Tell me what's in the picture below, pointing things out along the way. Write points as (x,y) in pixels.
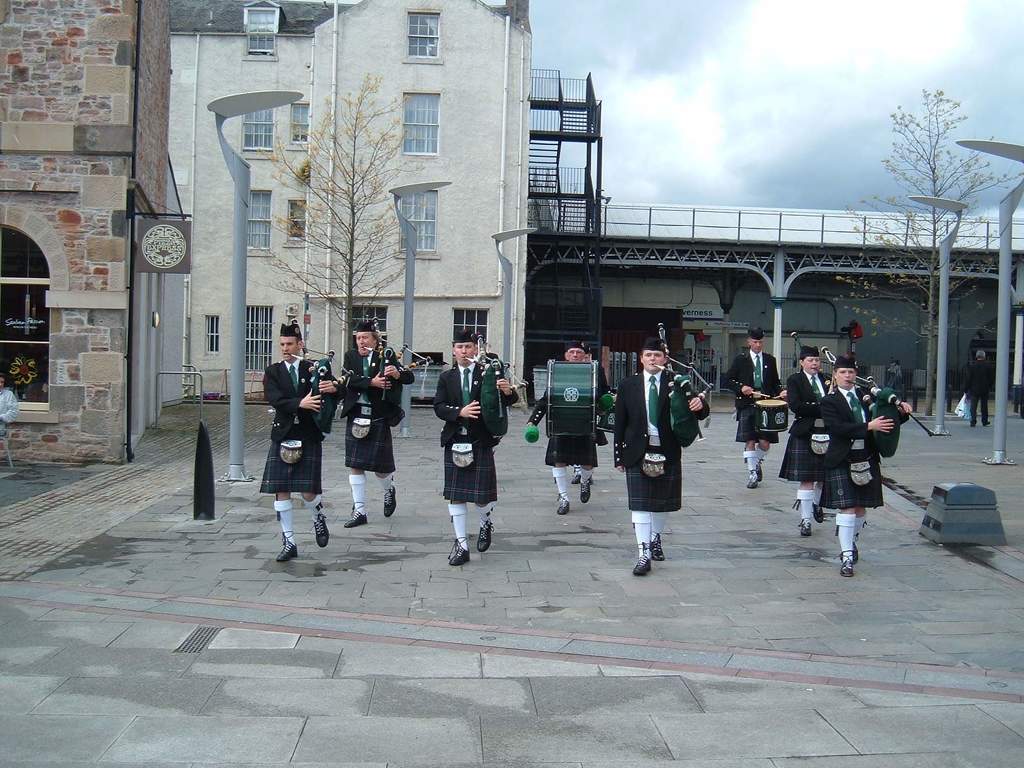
In this image we can see some persons (453,545) and musical instruments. In the background of the image (504,238) there are buildings (363,164), trees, poles (1010,150), glass windows (420,207), railing (568,177) and other objects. On the right side (721,108) top of the image (650,4) there is the sky (650,4). At the bottom of the image (701,643) there is the floor (597,743).
